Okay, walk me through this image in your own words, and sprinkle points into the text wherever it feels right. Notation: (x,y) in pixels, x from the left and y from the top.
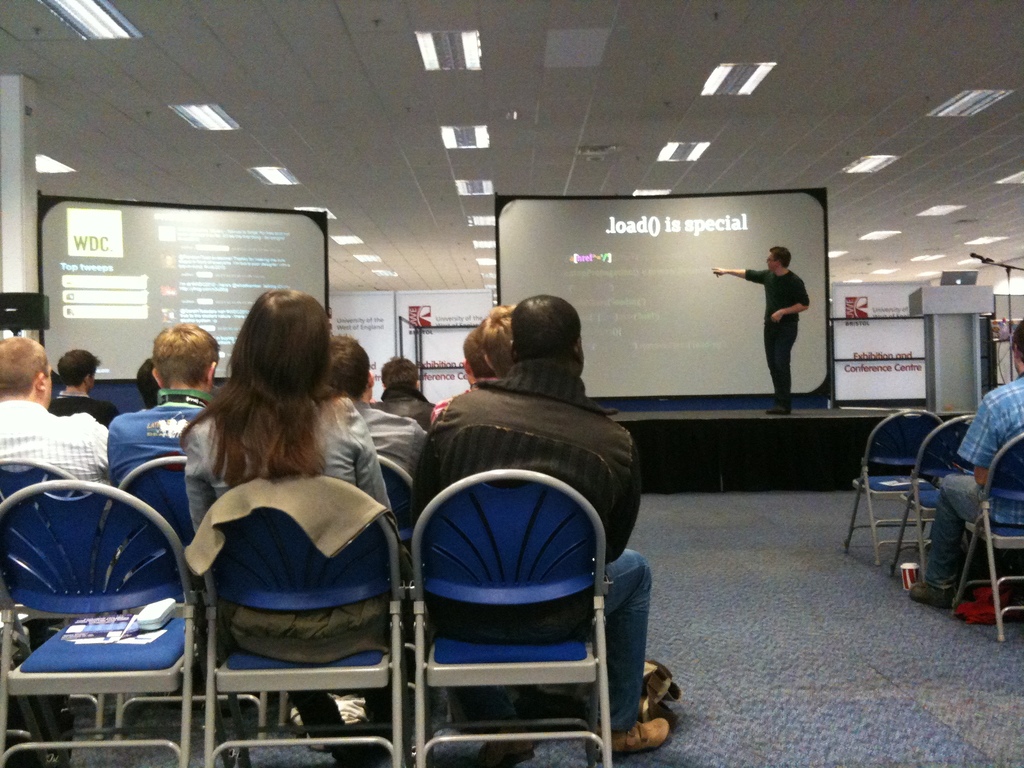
There are few people (165,418) sitting on the chairs (535,529). Here is the man (773,336) standing and talking. These are the screens (522,252). This is the podium (961,348). I can find empty chairs (913,474) here. These are the ceiling lights (477,70) attached to the rooftop (368,63). I can see the laptop (971,279) and the mike (1005,266).
